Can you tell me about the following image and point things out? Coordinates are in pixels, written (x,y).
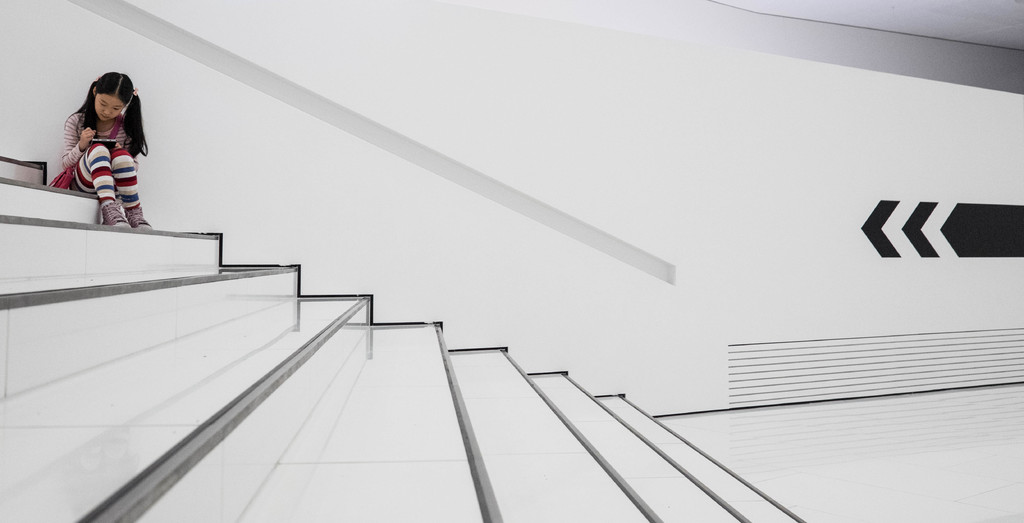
This picture is clicked inside. On the left (122,136) there is a girl (113,125) holding an object (98,142) and sitting on the stair (76,198). In the background (703,106) there is a wall (848,273) and on the wall (937,244) we can see the black color sign (949,234) of speed.
